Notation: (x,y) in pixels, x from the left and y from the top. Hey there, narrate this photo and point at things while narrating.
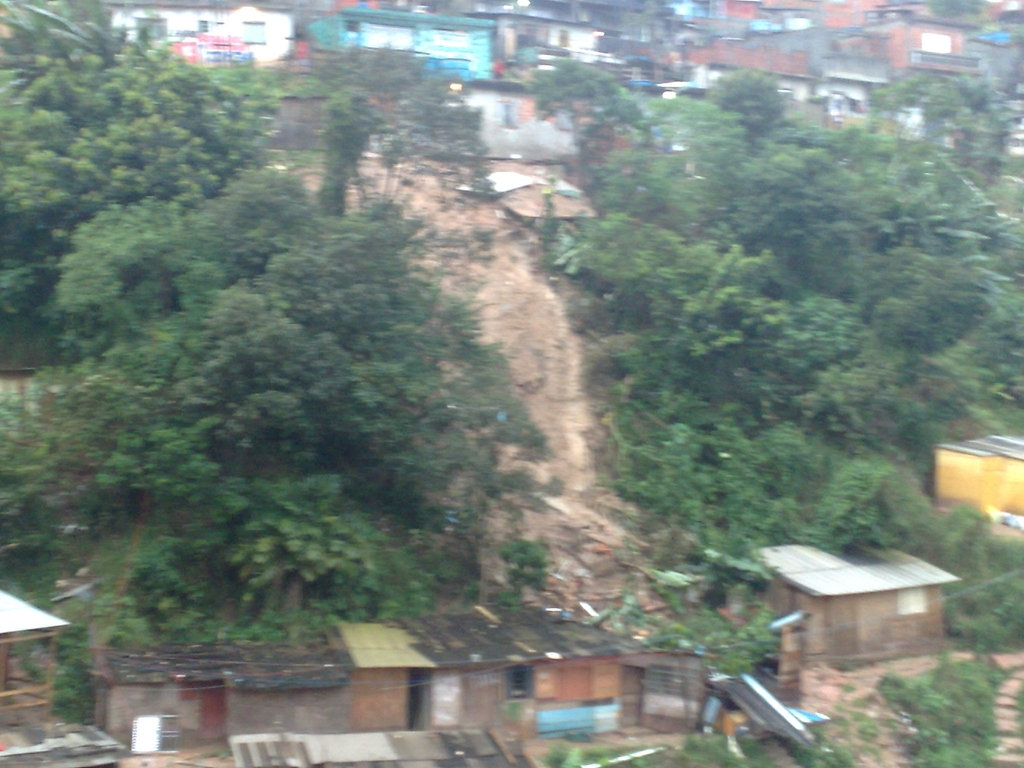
In this picture there are some trees (805,207), a mountain (506,345) and a building (700,87).
